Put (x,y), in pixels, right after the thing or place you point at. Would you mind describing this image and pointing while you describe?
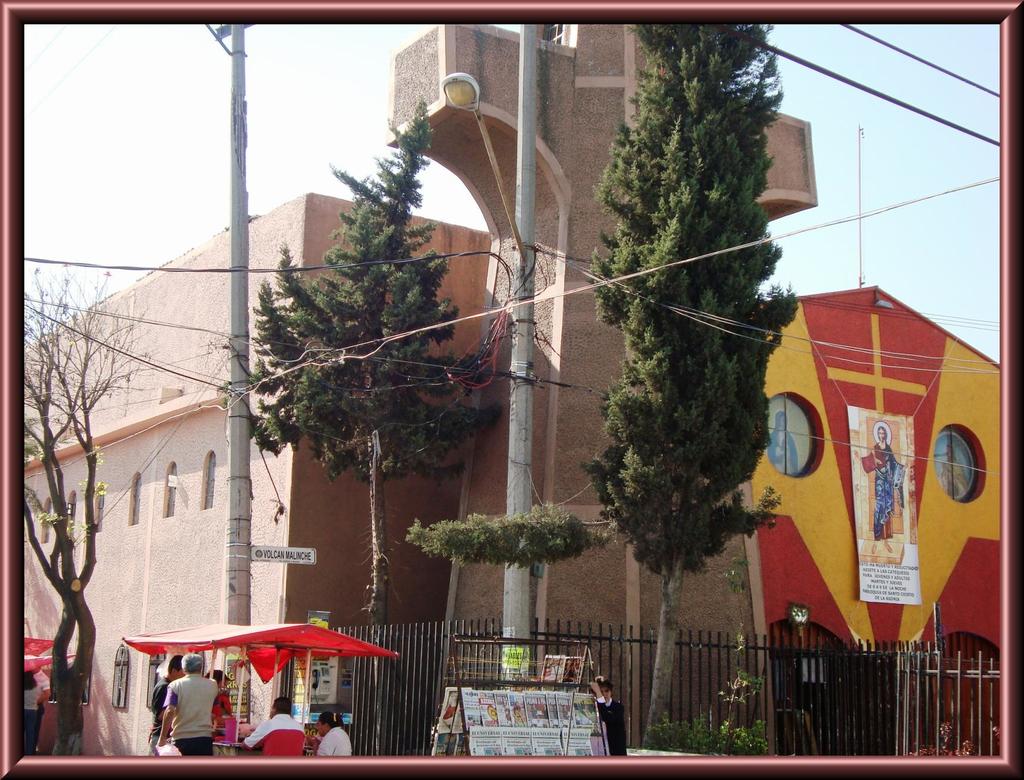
In this image I can see photo frame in the photo frame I can see the sky (214,145), building (497,492), trees (620,458), fence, power line cables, persons (191,708), tents (260,641) visible.
